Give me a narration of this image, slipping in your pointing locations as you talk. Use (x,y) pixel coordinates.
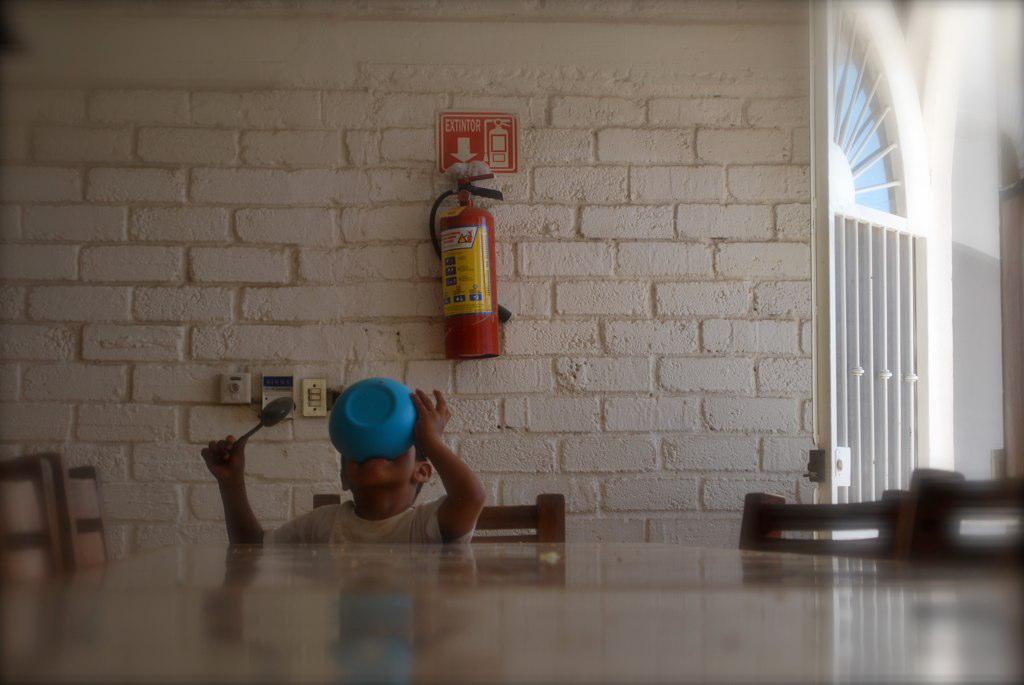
In this image I can see the child (377,459) sitting on the chair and holding the bowl (360,434) and spoon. In-front of the child (334,508) I can see the table (373,599). In the background (450,310) I can see the fire-extinguisher (456,324) to the wall (731,274).
